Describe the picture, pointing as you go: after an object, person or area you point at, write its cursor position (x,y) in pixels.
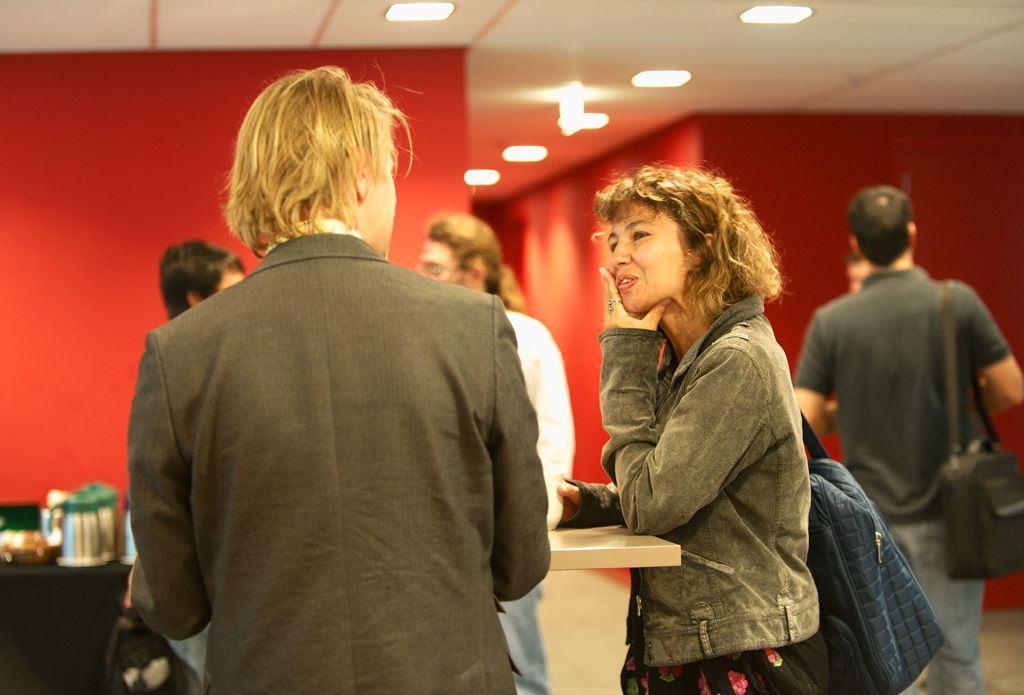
In this image we can see the people (620,398) standing on the floor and we can see a table (108,572), on the table (31,629) there are jars (105,520), and few objects (56,523). In the background (252,81), we can see the wall (440,108) and at the top (564,49) we can see the ceiling (592,88) with lights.
